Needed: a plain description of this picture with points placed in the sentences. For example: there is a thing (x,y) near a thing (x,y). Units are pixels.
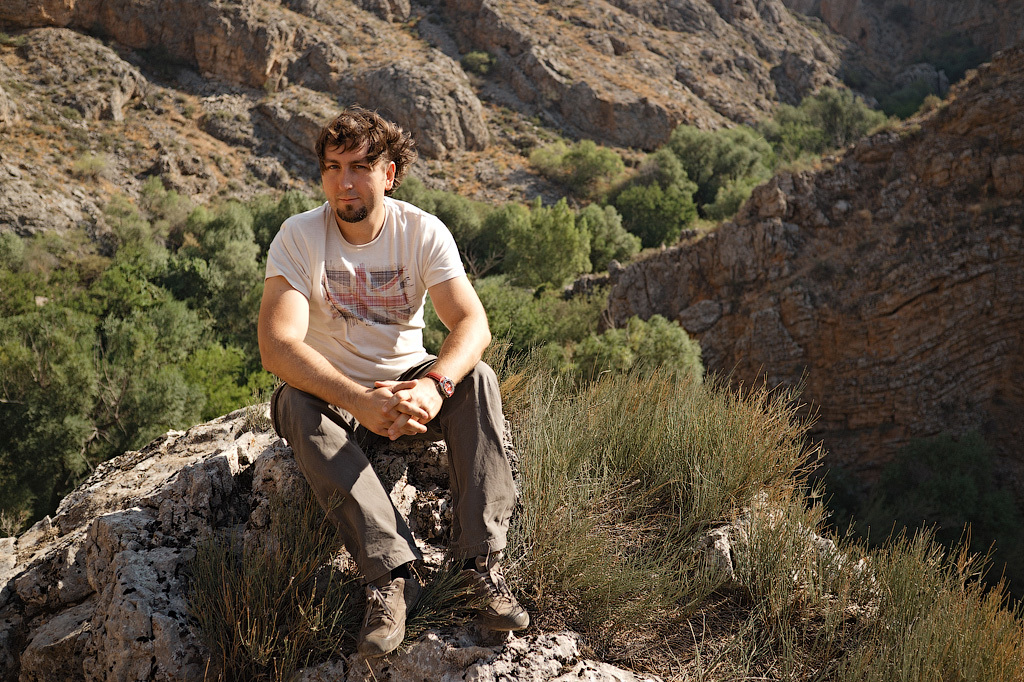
In this image I can see a man (477,501) is sitting in the front (446,306). I can see he is wearing white colour t shirt (364,297), a watch (451,379), pant (464,475) and shoes (488,604). I can also see plants (554,562) in the background (16,463) and in the front (657,437).
